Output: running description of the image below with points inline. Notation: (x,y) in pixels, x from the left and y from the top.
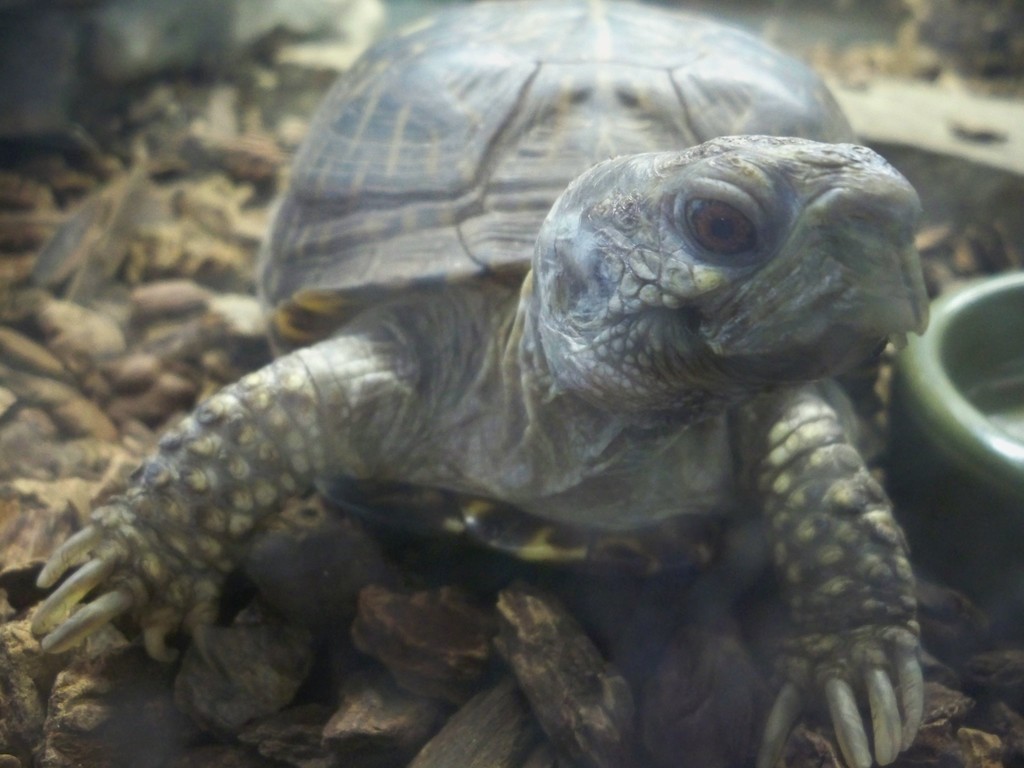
This picture contains a turtle (398,519). Beside that, we see a green color thing (934,430) which looks like a bowl (899,509). In the background (168,383), we see small stones (151,117).
